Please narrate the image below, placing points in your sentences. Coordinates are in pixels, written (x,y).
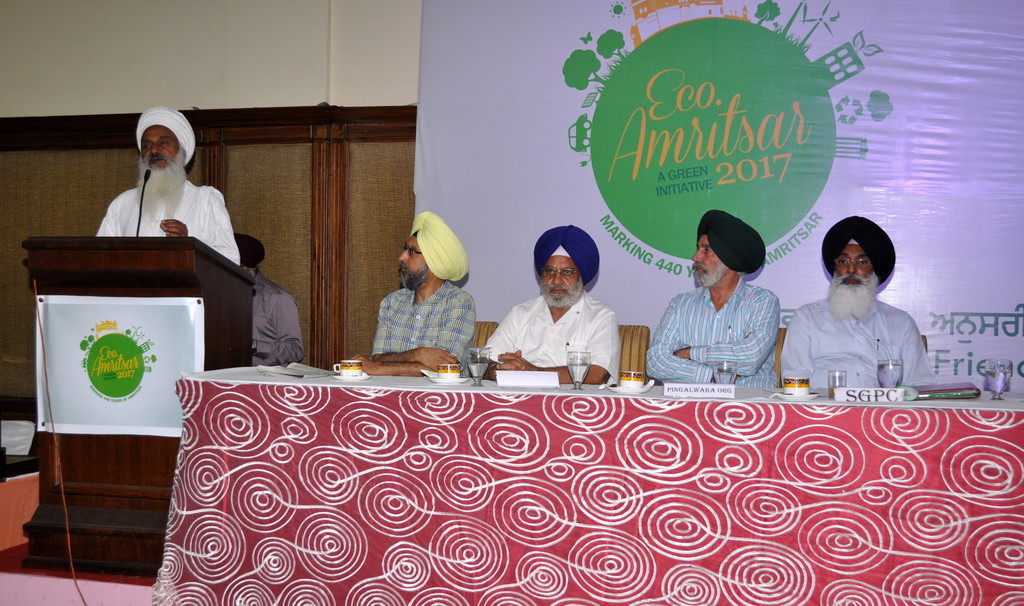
To the left side of the image (173,193) there is a person (138,216) standing near a podium (141,247) wearing a white color turban (184,129). Beside him there are people (852,322) sitting on chairs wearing turbans (881,271). In front of them there is a table (213,458) on which there are tea cups (347,375) and glasses (722,380). In the background of the image (677,239) there is a banner (698,152) with some text (669,126) and images (686,92). To the left side of the image (132,39) there is a wall (217,38).
